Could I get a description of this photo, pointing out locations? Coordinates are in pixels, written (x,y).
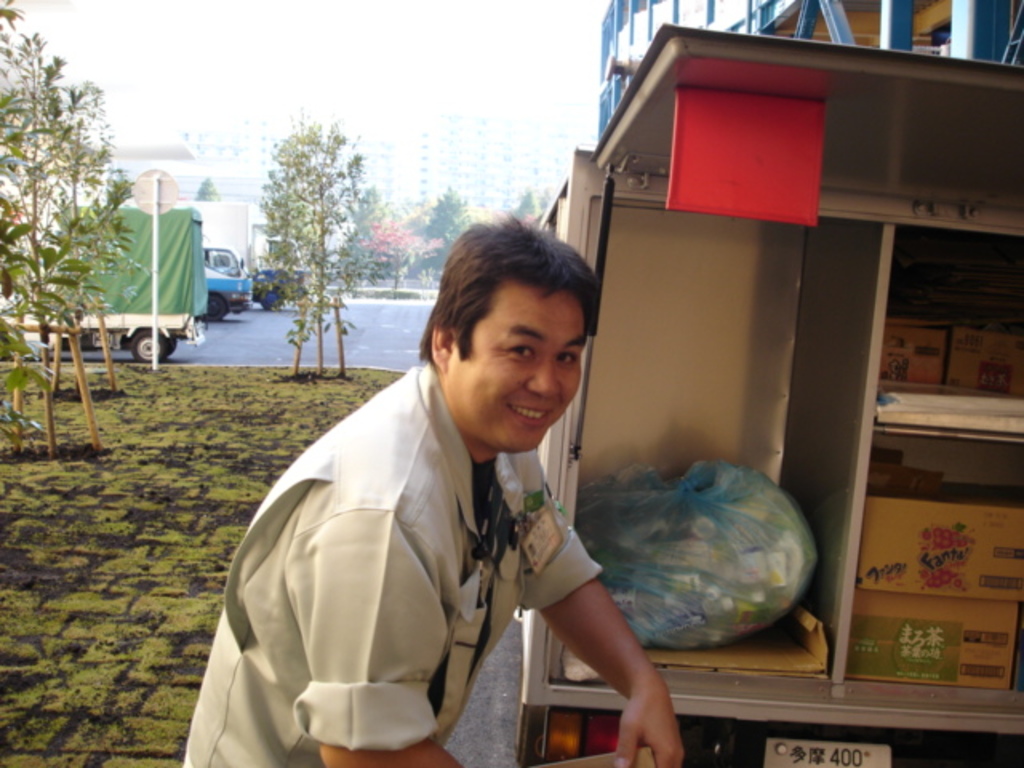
Here a man (450,568) is standing, here there are boxes (931,581) and a cover (681,591), here there are trees (313,196), here vehicles (193,247) are parked.
